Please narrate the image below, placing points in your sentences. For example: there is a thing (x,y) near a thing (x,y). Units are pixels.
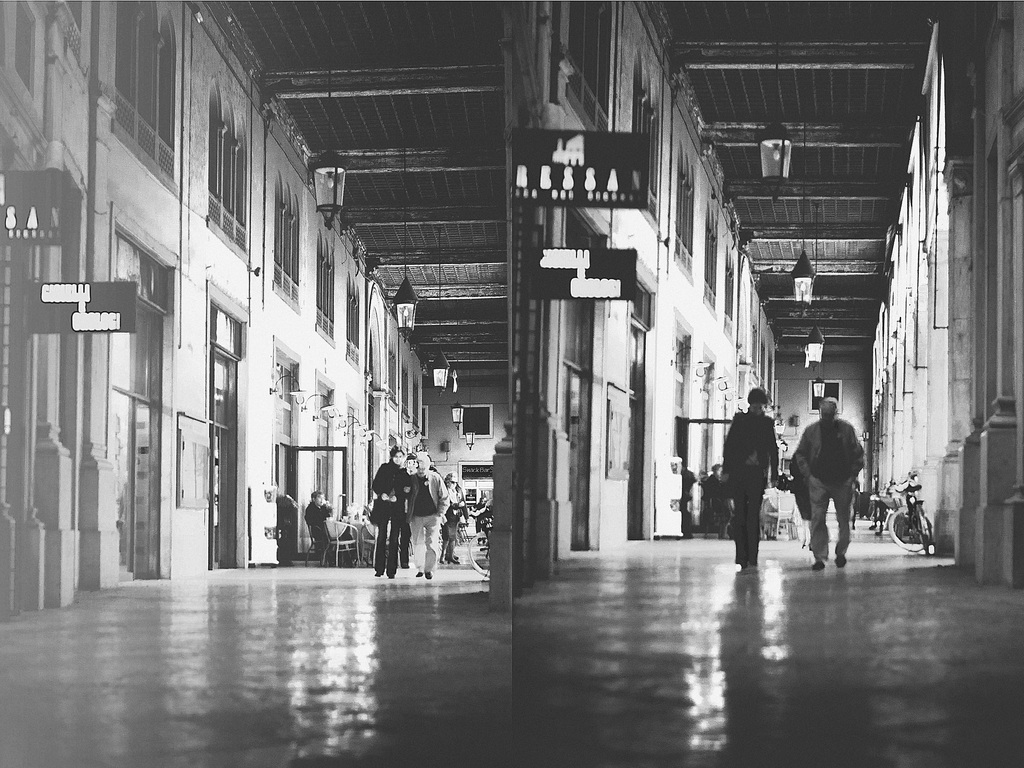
In this image, we can see some people (841,538) walking and there are some sign boards (556,192), there is a bicycle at right side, there is a door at the left side (220,426).
